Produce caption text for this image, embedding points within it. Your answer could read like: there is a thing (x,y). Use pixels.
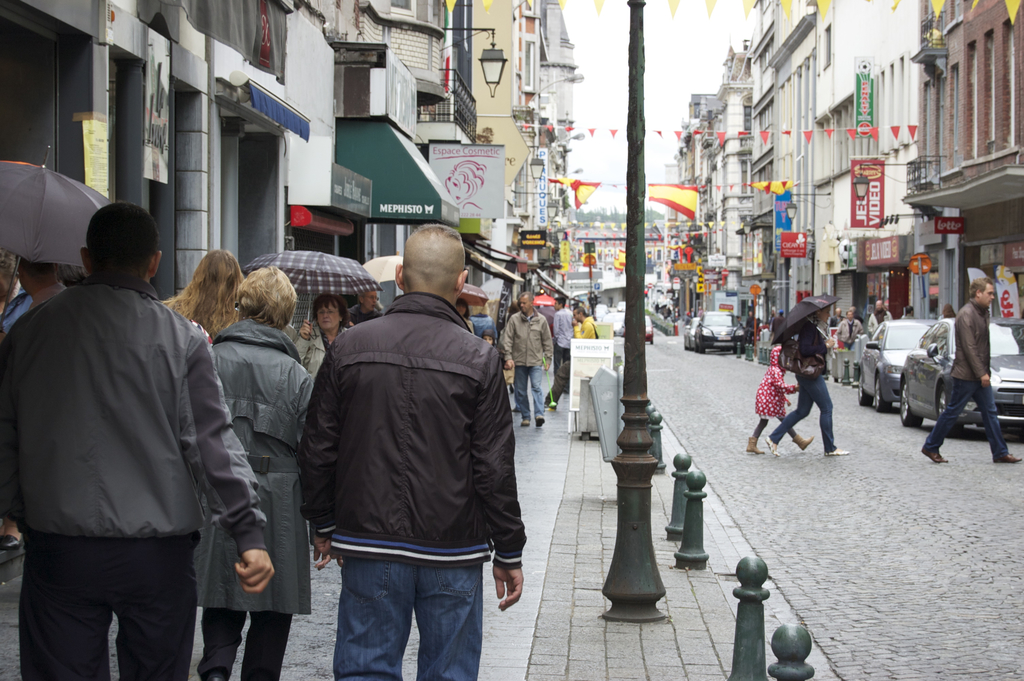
In this image I can see few buildings (537,134), windows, poles (634,28), lights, boards (569,252), few stores (297,181), banners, vehicles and few people (356,563) are walking and few people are holding umbrellas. The sky (655,89) is in white color.
